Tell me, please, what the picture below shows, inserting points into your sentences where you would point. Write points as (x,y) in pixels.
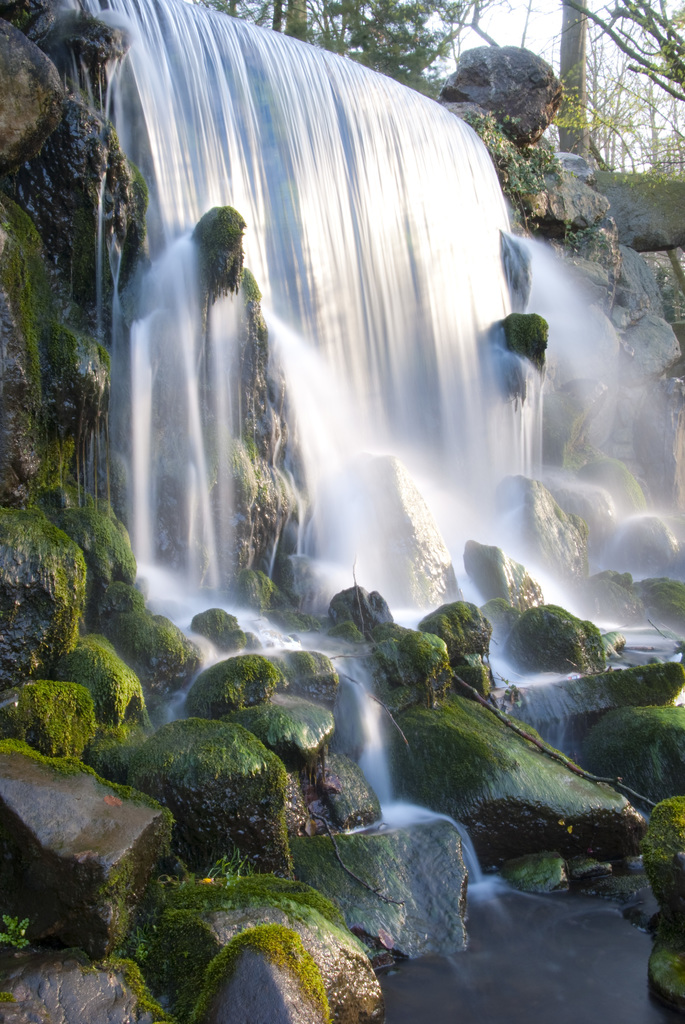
There is a waterfall (326,233) on the rocks (309,695). In the back (546,36) there are trees (569,10) and sky (539,29).
